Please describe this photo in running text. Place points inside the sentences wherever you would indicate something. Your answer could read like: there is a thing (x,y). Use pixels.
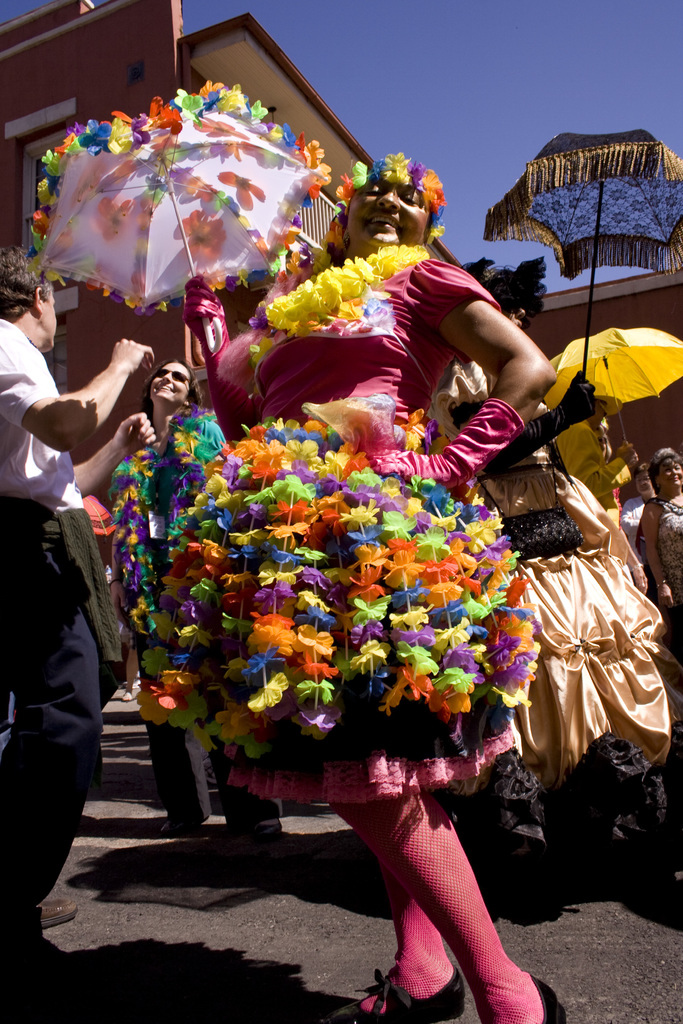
In the center of the image (349,350) we can see a person (356,340) standing. She is wearing a costume (406,489). We can see an umbrella (190,242) in her hand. In the background (222,770) there are people (609,666), buildings (173,36), parasols (555,246) and sky (610,121). At the bottom (278,980) there is a road (301,943).
